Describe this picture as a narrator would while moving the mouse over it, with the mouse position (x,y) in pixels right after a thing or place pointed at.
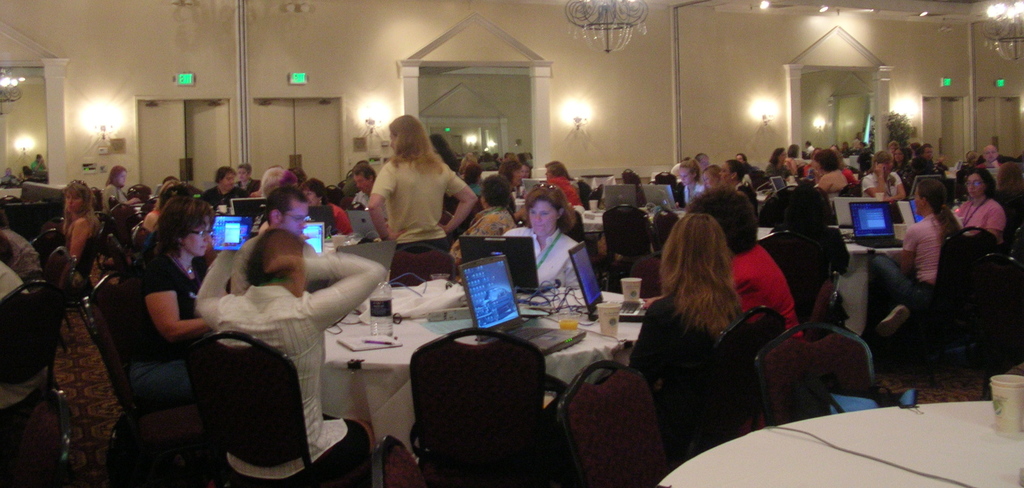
There are group of people (268,238) sitting in chairs (618,239) and there is a table (515,304) in front of them which has laptops (613,198) on it and there is a person (418,184) standing in the center (420,196).
